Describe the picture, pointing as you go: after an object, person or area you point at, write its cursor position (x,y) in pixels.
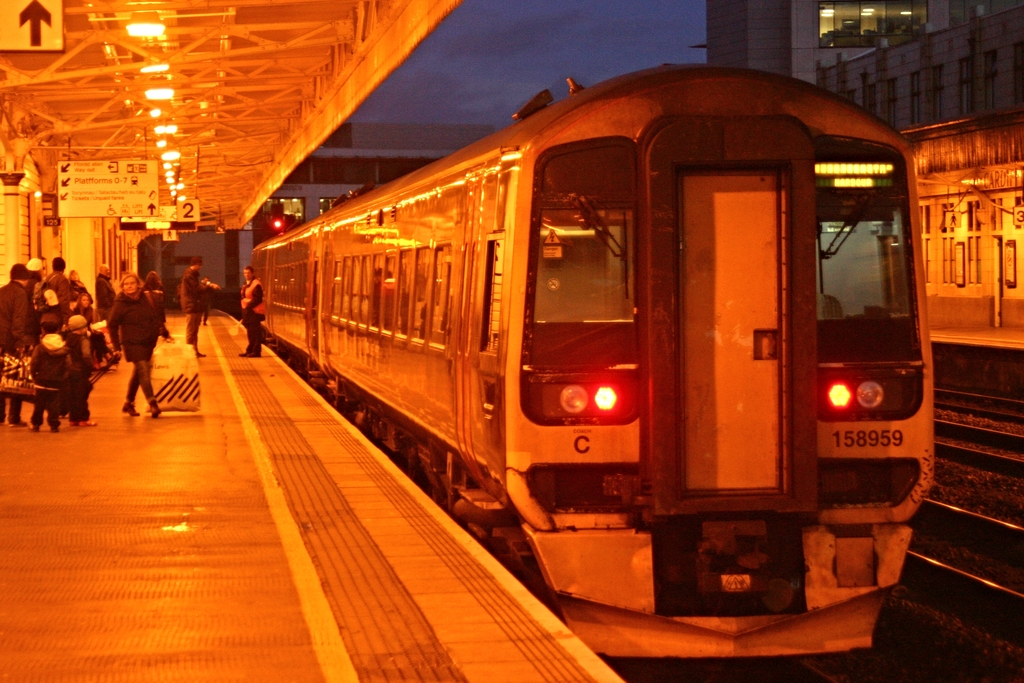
This image is taken in a railway station (160,452). On the left side of the image (73,401) there is a platform (228,492) and few people (81,295) are standing on the platform (216,312). In the middle of the image (434,270) there is a train (563,268) on the railway track (977,482). At the top of the image (122,114) there is a roof (180,78) with iron bars (188,109), lights (152,25) and a few boards (99,187) with text (187,212) on them. On the right side of the image (932,79) there is a building (932,121).
